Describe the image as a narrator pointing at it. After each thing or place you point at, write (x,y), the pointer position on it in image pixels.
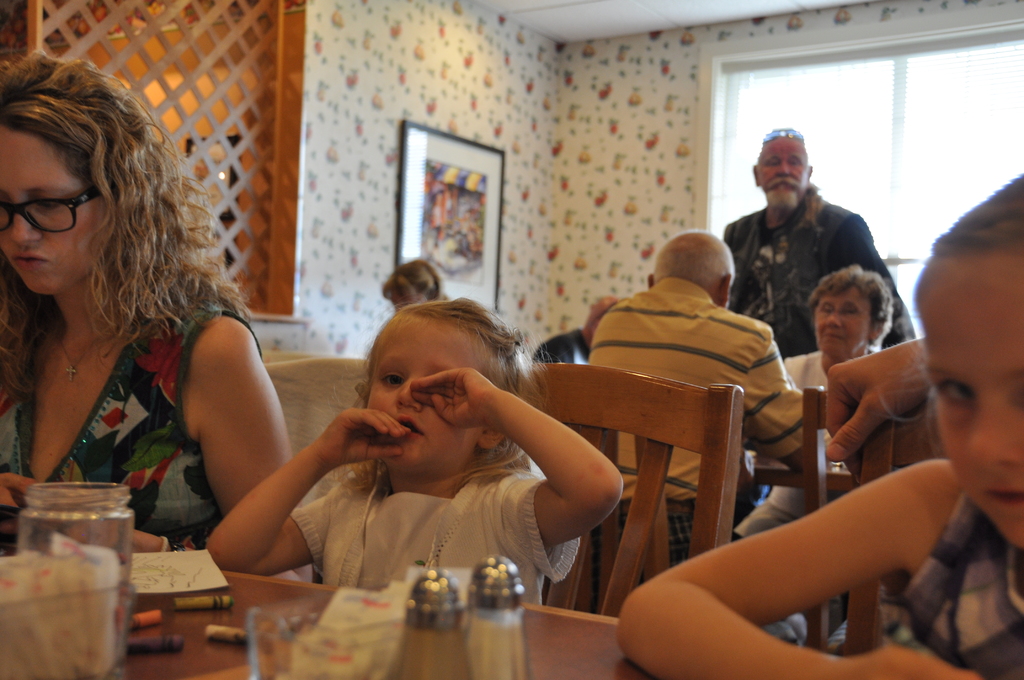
There are two girls (483,485) and one lady (235,414) sitting in front of the table (230,622) with jar crayons (110,531), paper (189,564) and bottle (441,598) on it. And in the background (583,340) there are some people (705,284) sitting and there is a men (768,256) with black jacket (816,239) is standing. And to the left side wall (462,180) there is a frame (477,167). And in the background (783,86) there is a window (898,105).
